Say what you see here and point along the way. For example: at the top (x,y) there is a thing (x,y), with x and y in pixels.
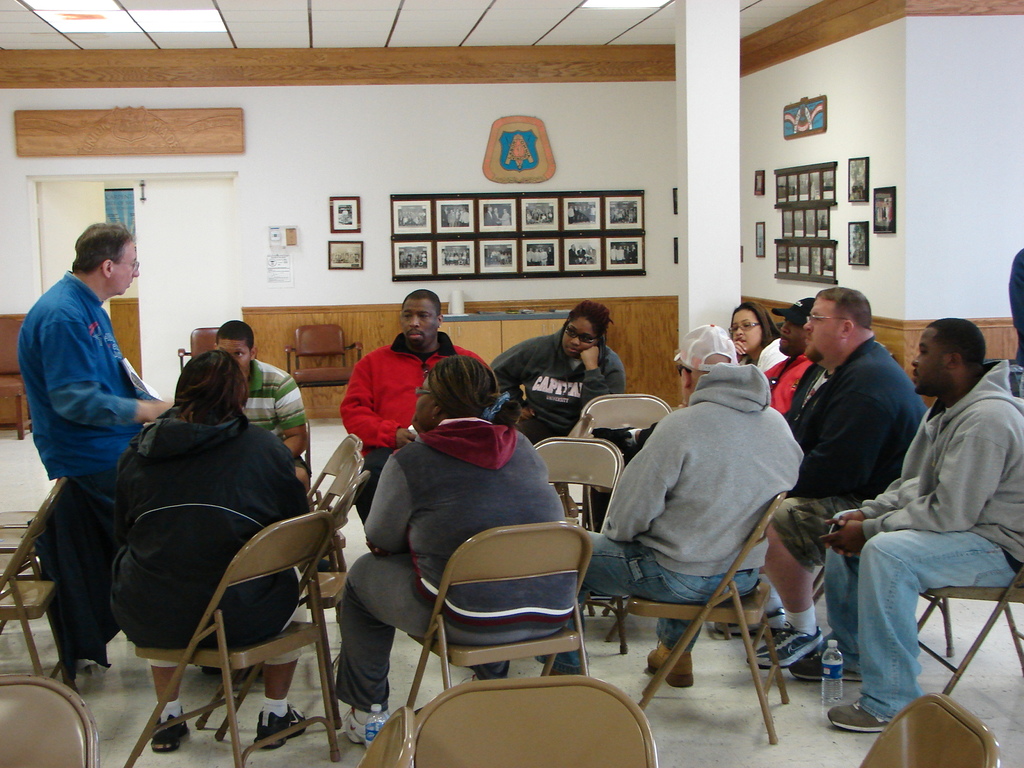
In this image we have group of people (250,489) who are sitting on the chair (323,624), among them on the left side of the image (78,358) we have a person (124,409) who is the man (95,430) is wearing a blue shirt (91,426) is standing and behind these people (107,363) we have a white color wall (388,179). On the wall (477,179) we have some wall photos (598,219) on it, we also have a white color pillar (713,146).
